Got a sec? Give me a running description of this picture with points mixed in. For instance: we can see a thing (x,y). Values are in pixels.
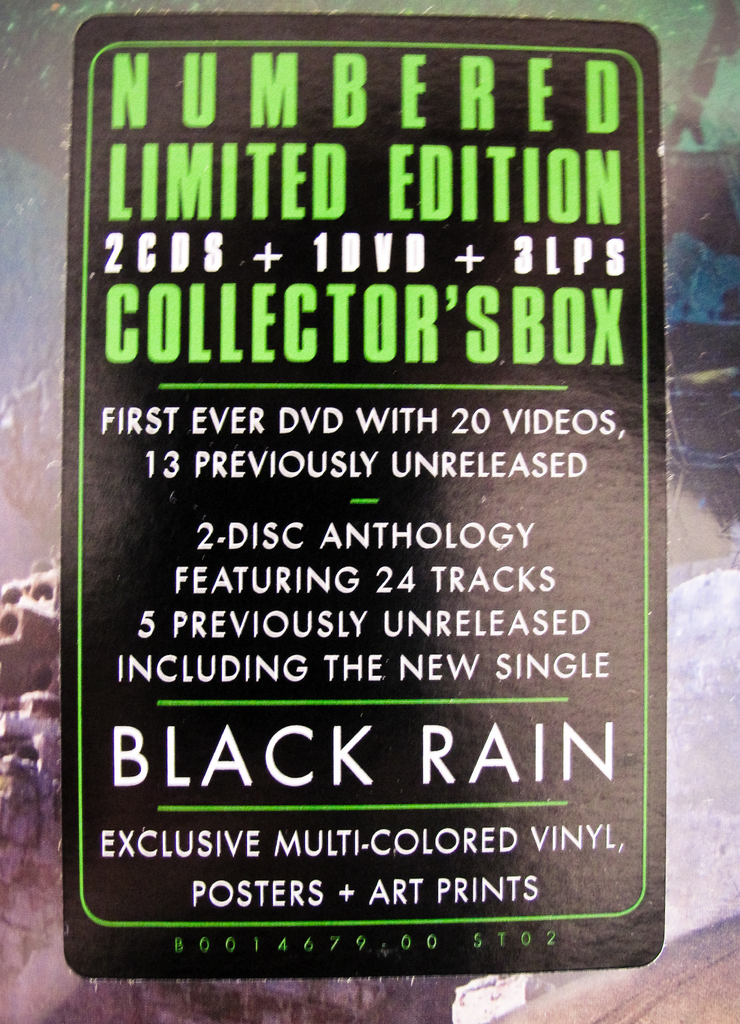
In this image we can see an advertisement (275,846).
